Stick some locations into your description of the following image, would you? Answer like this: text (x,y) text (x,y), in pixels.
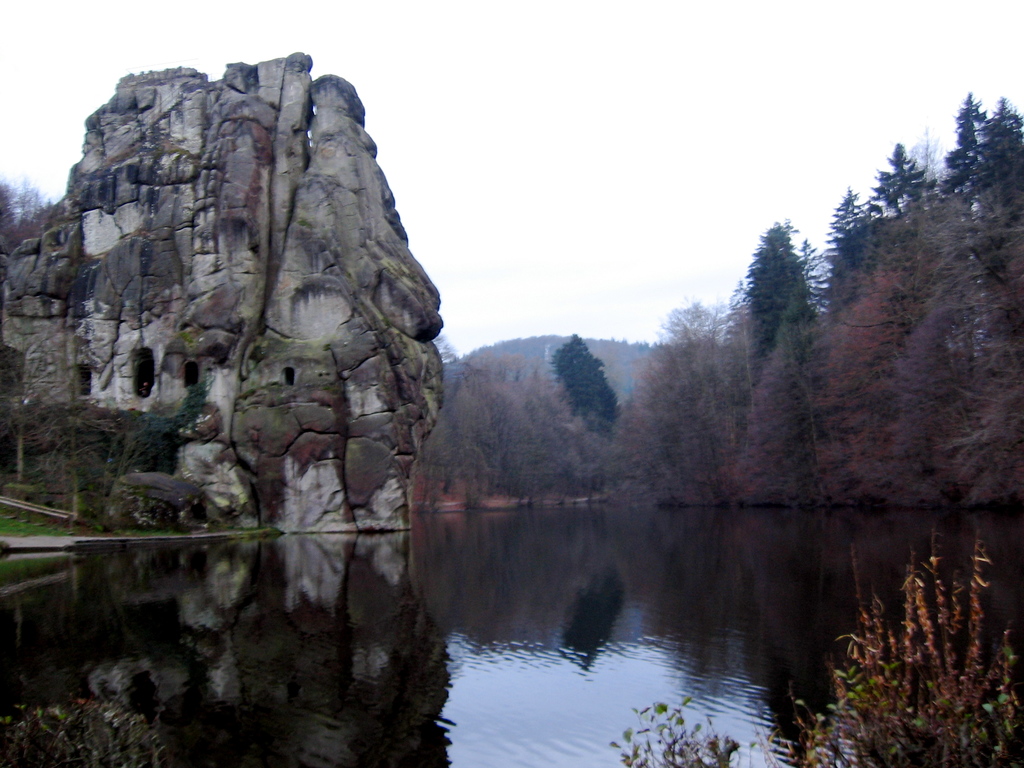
At the bottom of the picture (581,594), we see water (570,613) and this water (451,599) might be in the lake (453,664). At the bottom (973,702), we see the trees (156,761). On the left side (232,355), we see the trees (9,439) and the rocks (105,371) or a castle (165,350). There are trees (592,415) and hills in the background (657,372). At the top (571,134), we see the sky (606,128).
